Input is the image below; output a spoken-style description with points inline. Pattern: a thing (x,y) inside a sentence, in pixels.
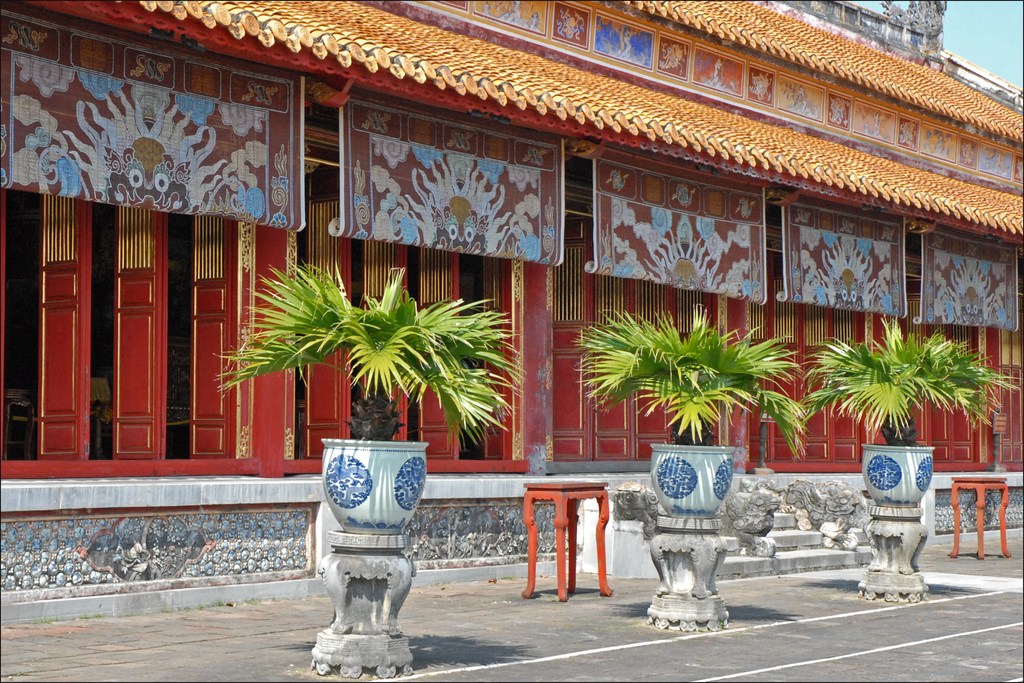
There are plant pots (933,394), 2 stools (961,479), stairs (780,557) and a building (694,85).
